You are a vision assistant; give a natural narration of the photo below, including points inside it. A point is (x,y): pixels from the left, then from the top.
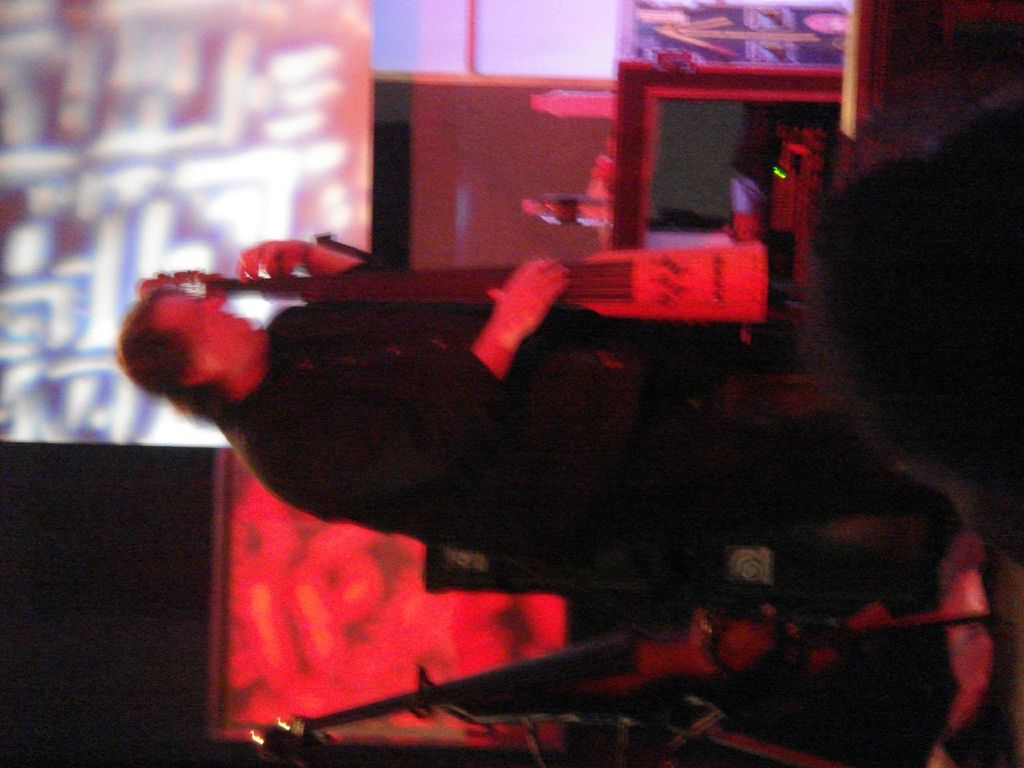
In this image there is a person (547,472) standing and holding an musical instrument (188,285), there are bottles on the table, and other items (711,23) in the background (288,531).
